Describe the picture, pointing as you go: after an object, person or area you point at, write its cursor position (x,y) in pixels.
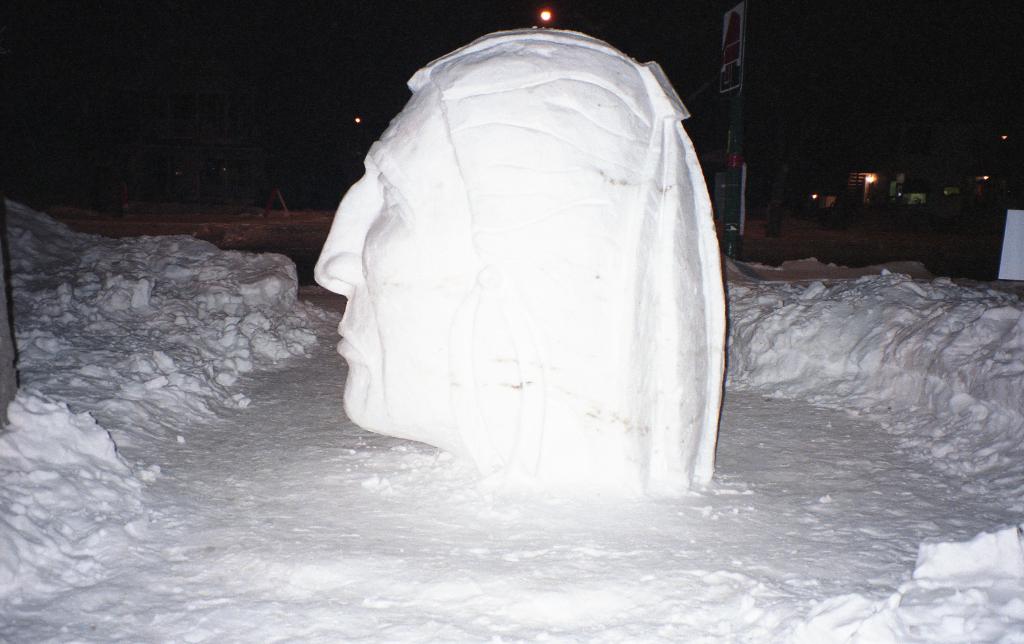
In this image I see a sculpture (641,209) of a face (526,240) which is of white in color and I see the snow (177,280) around it and I see that it is dark in the background (848,77) and I see few lights (868,175).
